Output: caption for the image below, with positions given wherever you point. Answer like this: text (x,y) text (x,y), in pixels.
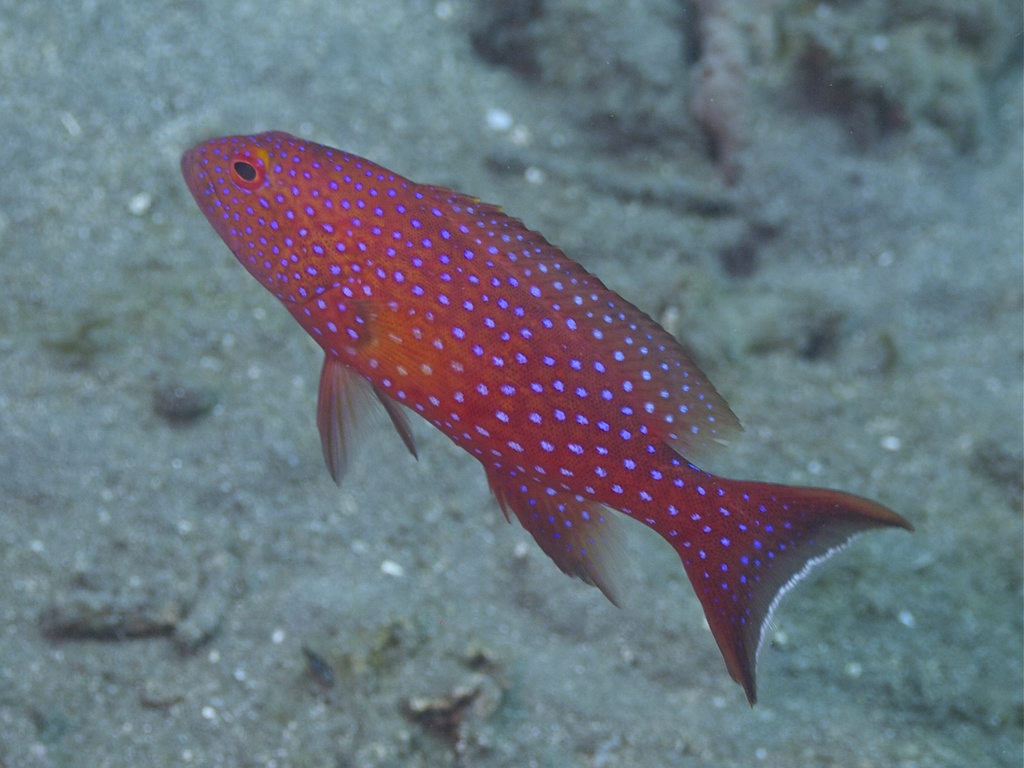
In this image we can see a fish (410,406). Background of the image (30,403) sand (817,282) is there.
